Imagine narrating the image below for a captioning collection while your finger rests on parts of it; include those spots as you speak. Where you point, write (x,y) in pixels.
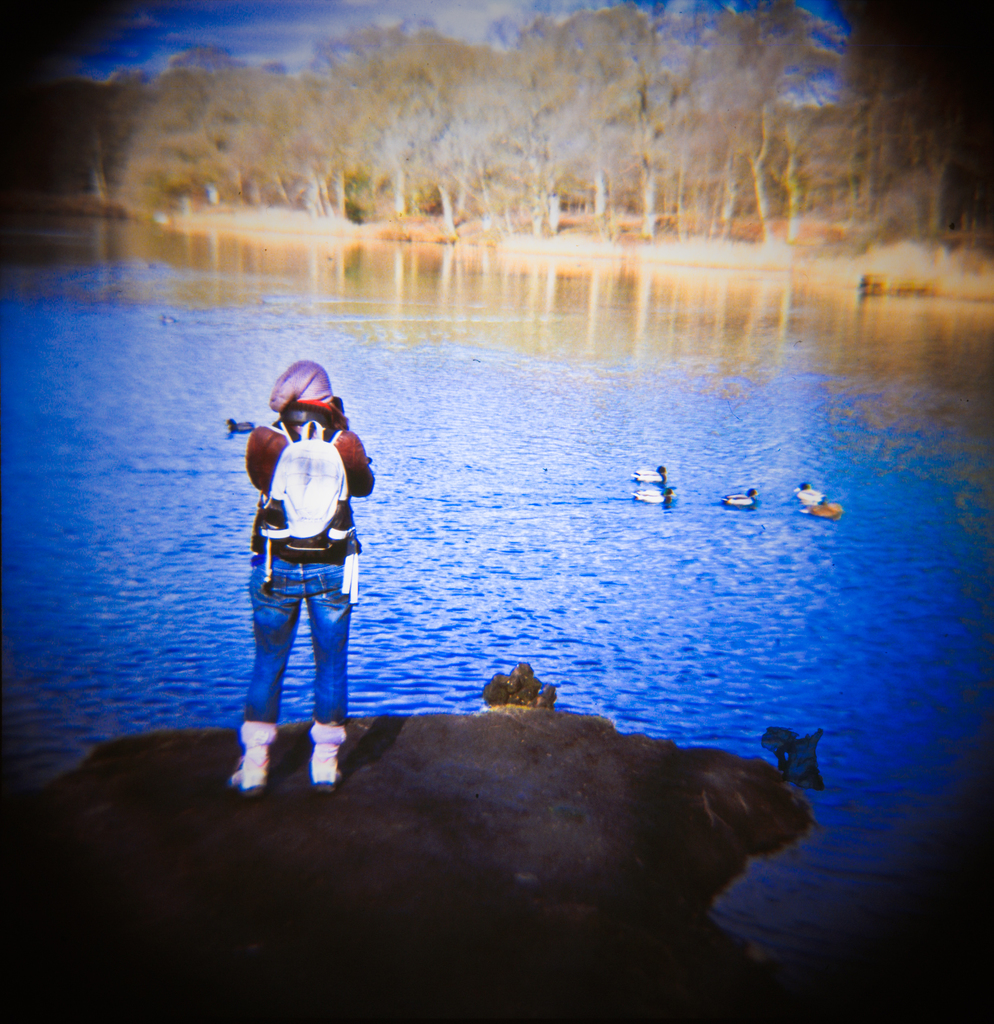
In this image I can see the ground (459,837), a person (318,636) wearing white colored bag (309,494) and blue jeans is standing on the ground (300,733), the water (411,562) and few birds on the surface of the water (712,485). In the background (667,173) I can see few trees (444,143) and the sky (470,8).
